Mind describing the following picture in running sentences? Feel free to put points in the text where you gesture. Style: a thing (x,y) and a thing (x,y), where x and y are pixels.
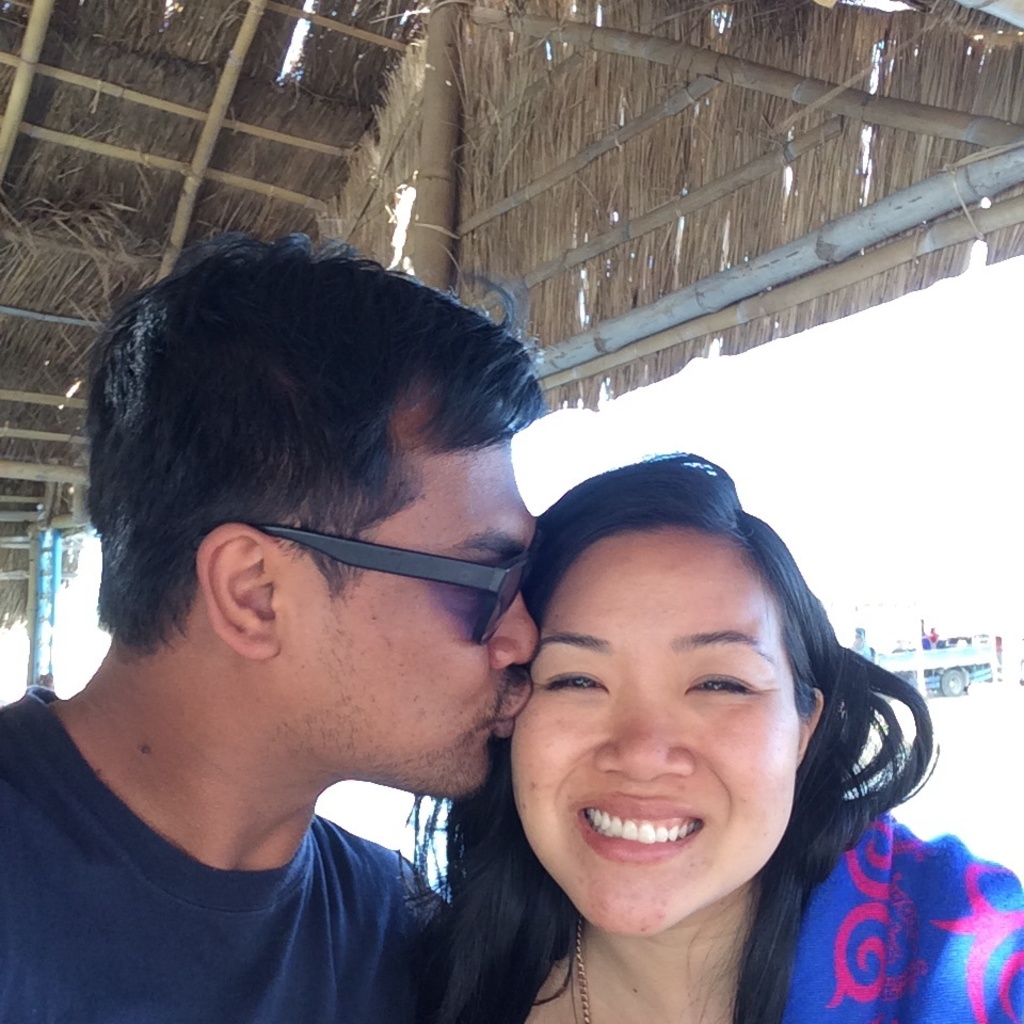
In this picture I can see there is a man (457,719) and a woman (643,967) standing here and the woman (690,959) is smiling. In the backdrop (531,132) there is a truck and a roof (452,163) on top of them.
